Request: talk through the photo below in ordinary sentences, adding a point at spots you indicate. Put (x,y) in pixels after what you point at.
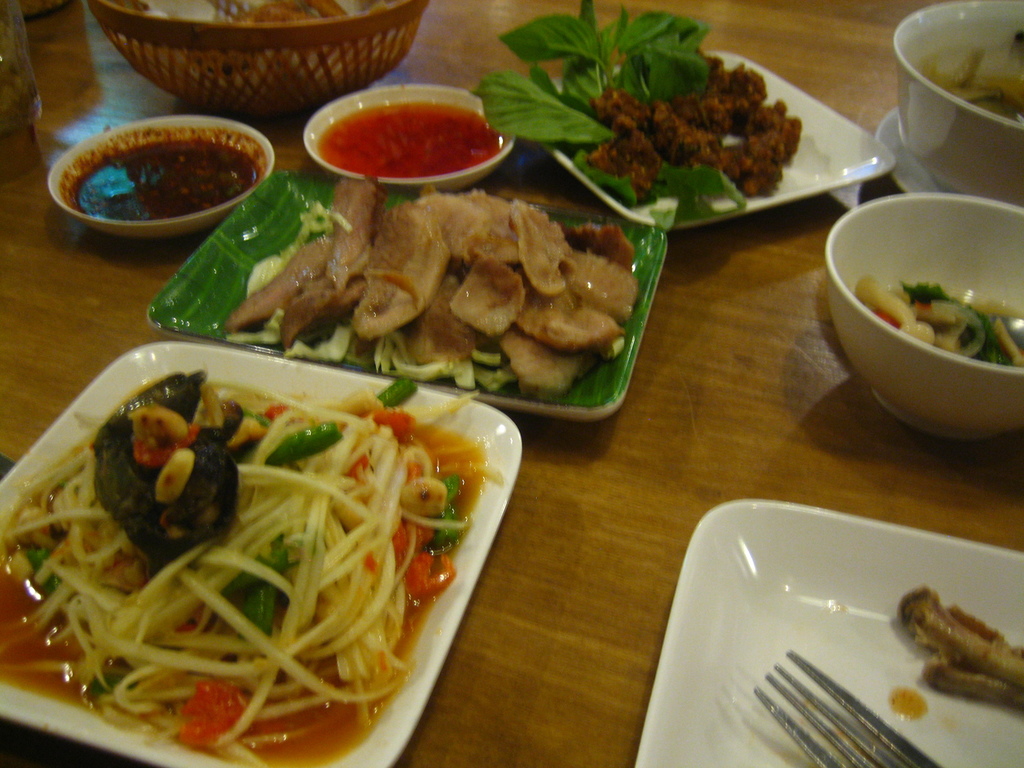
In this picture I can see there is a many varieties of food (729,104) placed on the table (613,460) and there are two bowls (1021,161) on to right (893,377) and there is a basket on to left (242,67) and there is a glass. There are noodles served in plate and there are green leafy vegetables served in another plate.
